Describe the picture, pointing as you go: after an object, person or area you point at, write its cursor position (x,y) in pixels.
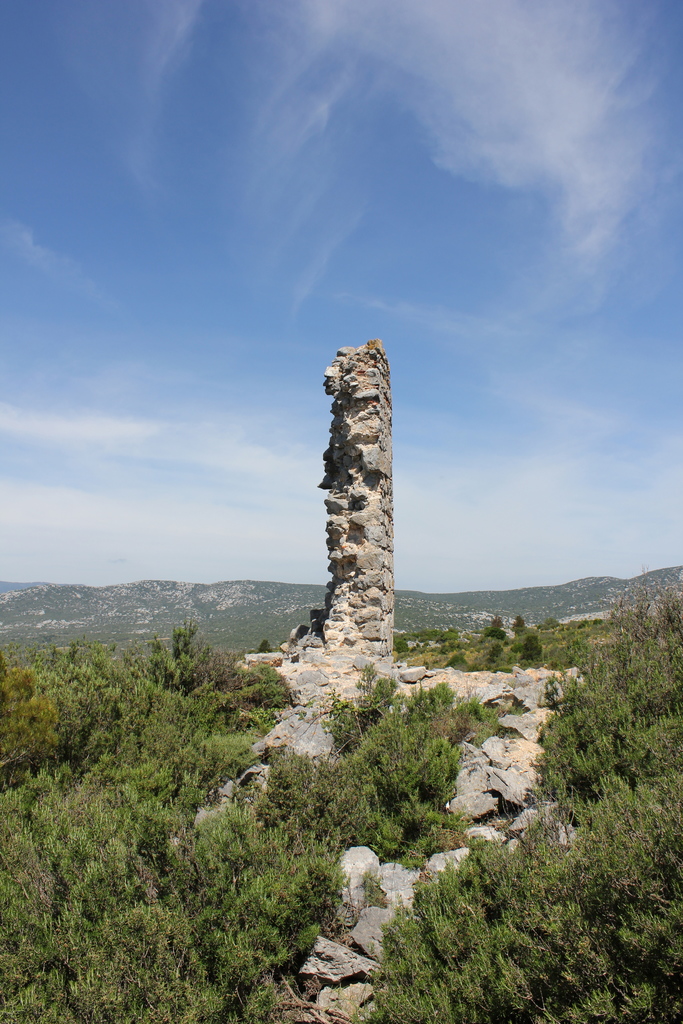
In this image we can see rocks (374,628), trees (424,747), hills (184,607) and sky (486,480) with clouds (218,459).
